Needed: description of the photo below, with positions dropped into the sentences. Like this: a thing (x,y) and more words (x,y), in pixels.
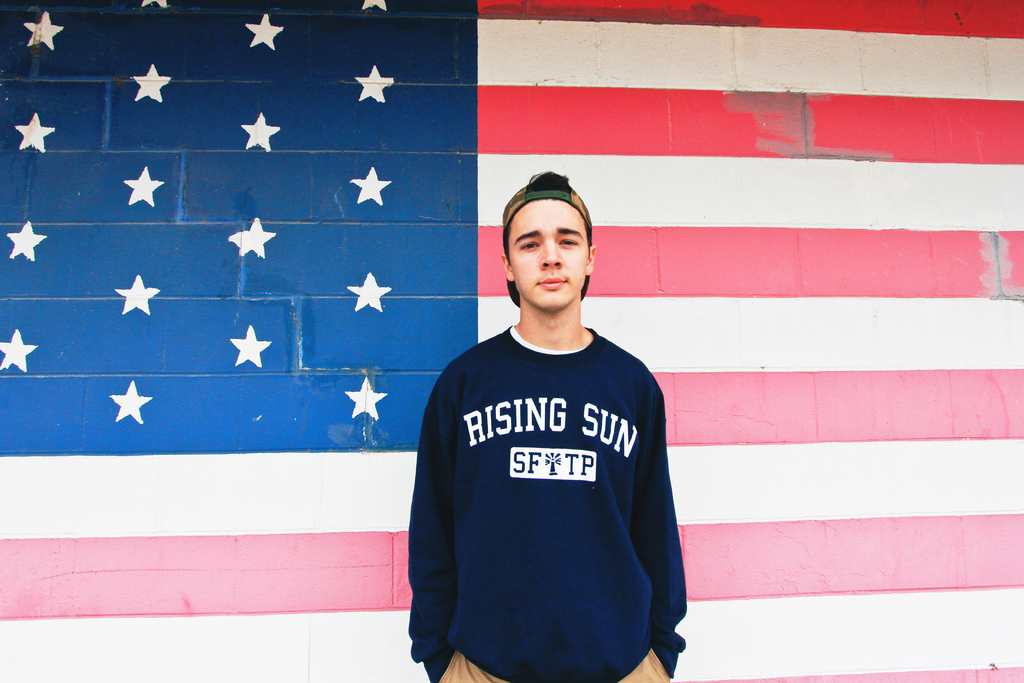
In this picture we can see a man (520,488) with a cap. Behind the man (575,478), there is the painting (710,320) of a flag (216,334) on the wall (780,341).
